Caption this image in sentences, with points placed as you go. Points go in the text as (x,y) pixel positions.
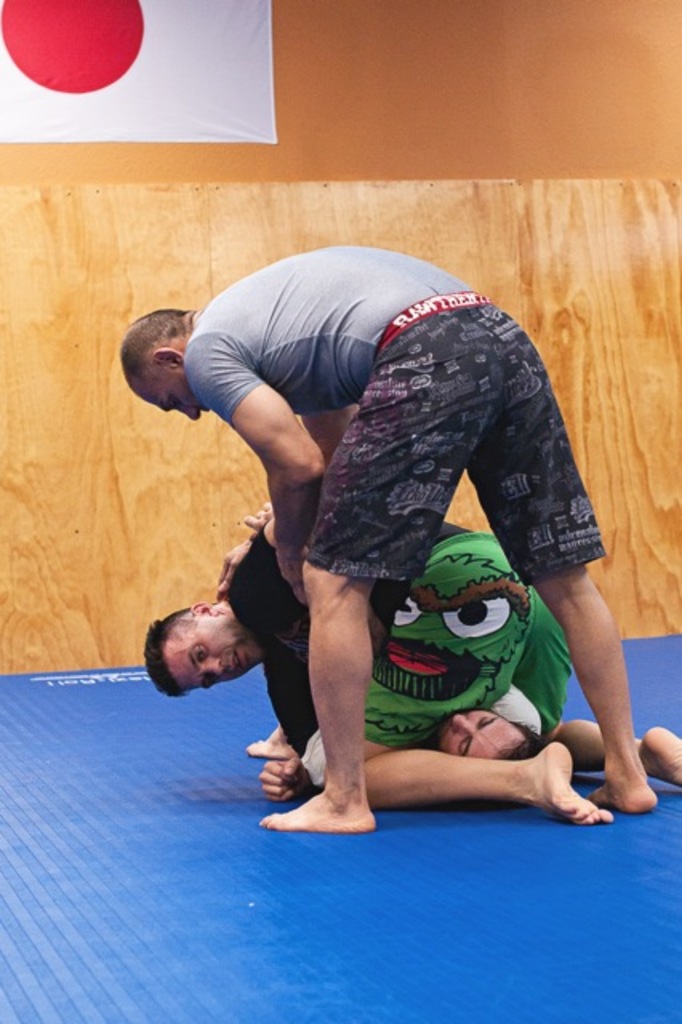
In this image in the center (389,494) there are persons (361,540). In the background (182,272) there is a wall (259,186) and on the wall (187,154) there is a banner (149,99) hanging which is white and red in colour.
